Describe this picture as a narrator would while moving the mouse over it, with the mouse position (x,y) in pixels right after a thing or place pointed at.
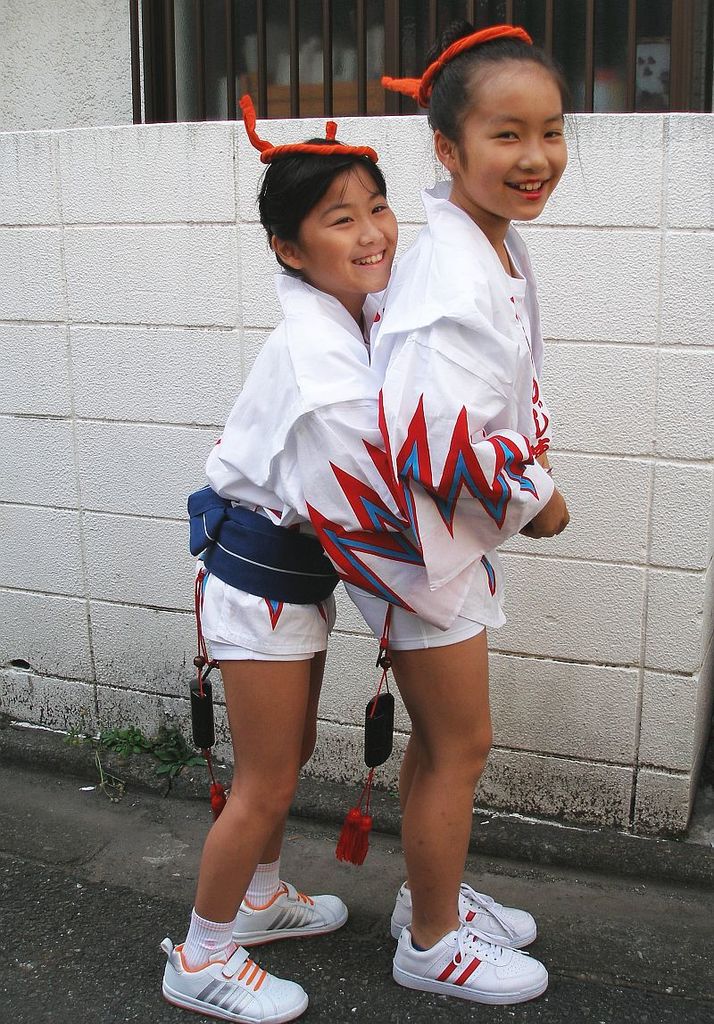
In the center of the image (385,486) two girls (450,688) are standing. In the background of the image (207,207) we can see wall (189,157), window (214,100) are there. At the bottom of the image (134,921) ground (169,843) is there.
